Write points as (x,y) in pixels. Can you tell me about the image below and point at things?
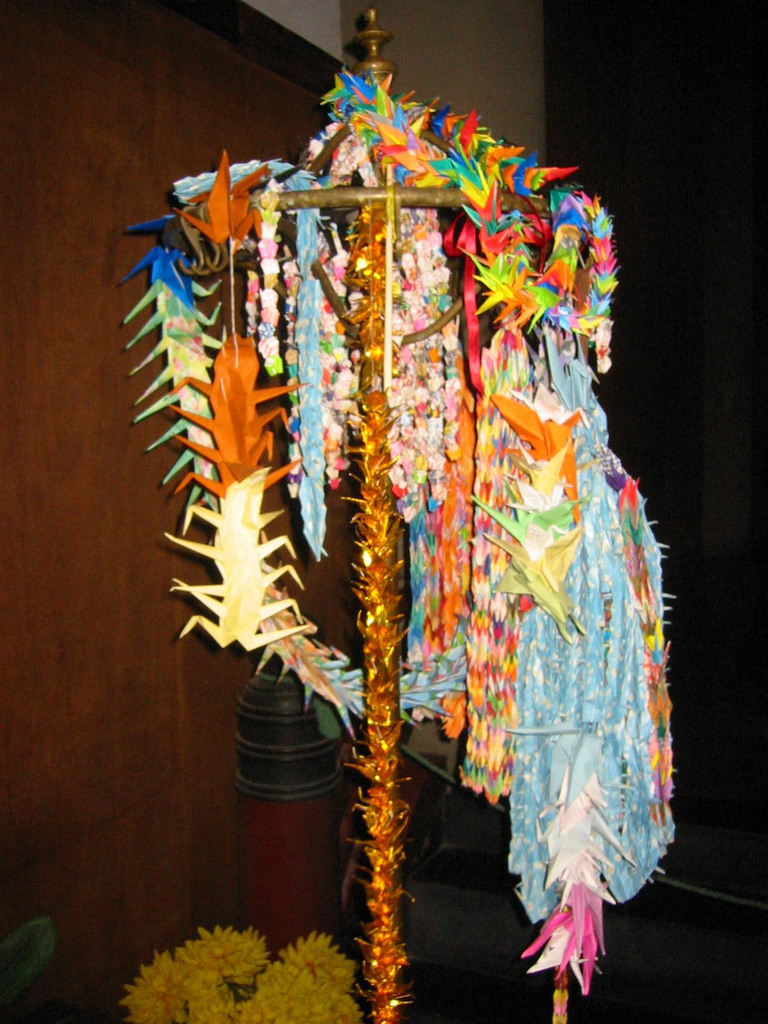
Here we can see decorative objects (474,386) and there is a dark background (651,36).
